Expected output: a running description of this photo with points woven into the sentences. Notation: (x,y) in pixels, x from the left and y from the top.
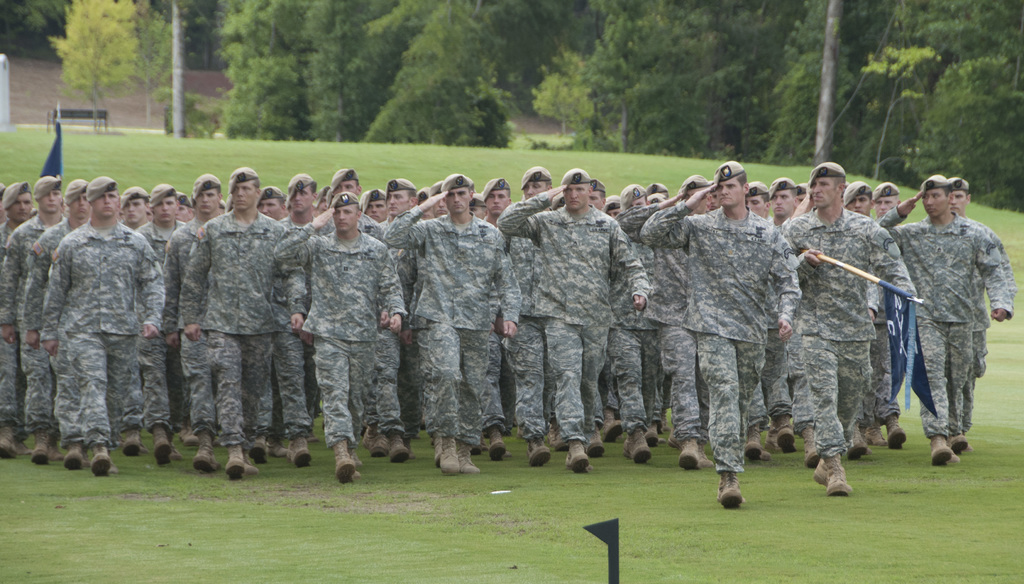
In the picture I can see some group of persons (294,276) wearing camouflage dress (305,293), walking through the lawn (381,552) and in the background of the picture (444,108) there are some trees (416,89).
